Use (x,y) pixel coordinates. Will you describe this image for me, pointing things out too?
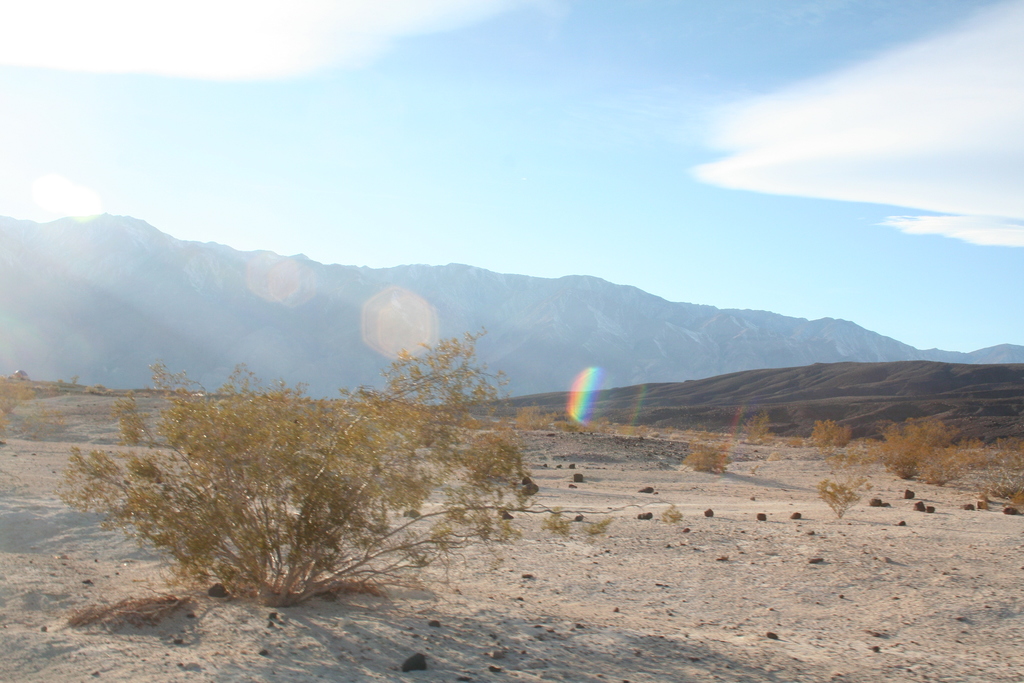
In this image I can see the land (7,590) on which there are few plants (287,444) and in the background (541,318) I can see the mountains (27,312) and the sky (725,147).
